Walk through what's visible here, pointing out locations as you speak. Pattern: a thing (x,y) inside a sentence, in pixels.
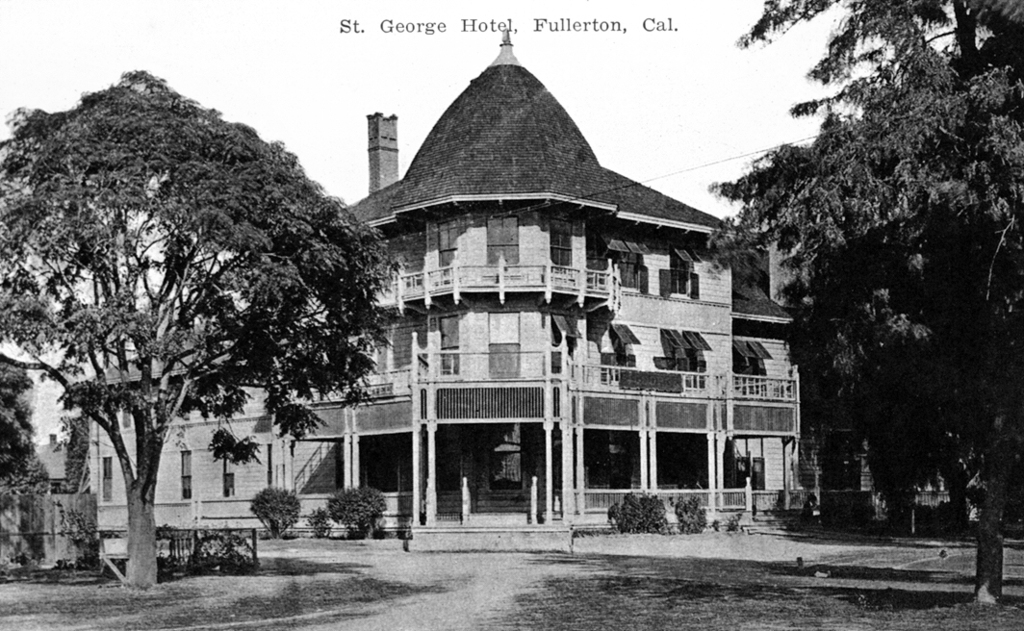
In this image, on the right side (893,280), we can see some trees (991,590). On the left side (97,329), we can also see some trees (153,537). In the middle of the image (656,322), we can also see a building (584,327), pillars (722,446), windows (500,339) and some plants (282,534). On the top (781,131), we can see a sky (746,105).
